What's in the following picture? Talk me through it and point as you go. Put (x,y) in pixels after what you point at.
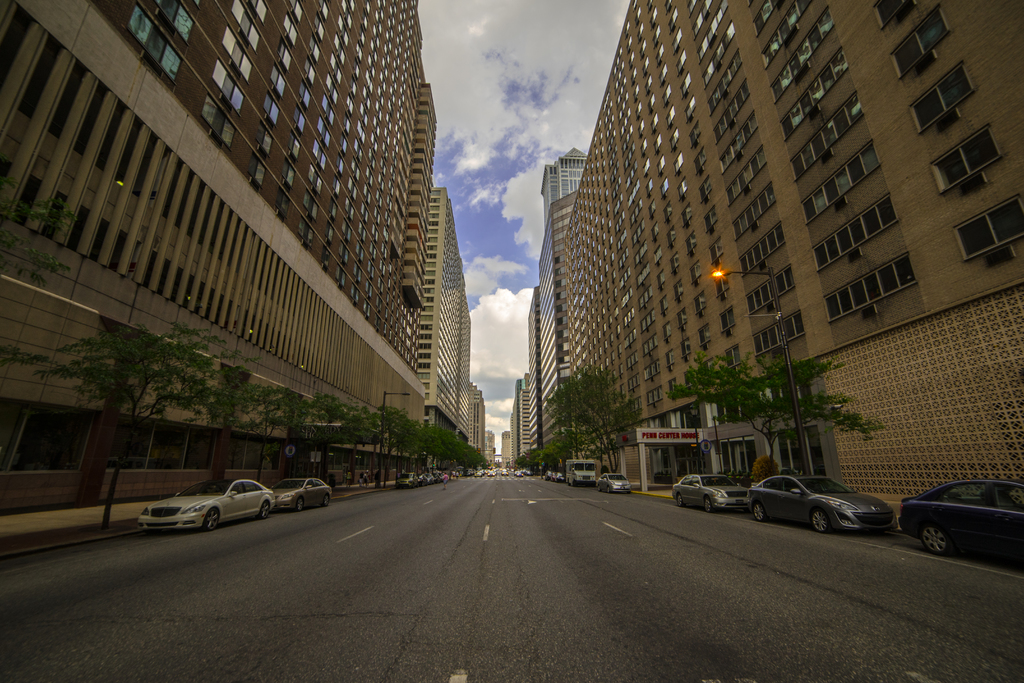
In this picture I can observe a road (411,554) in the middle of the picture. On either sides of the road (441,505) I can observe cars (320,502), plants (431,446) and buildings (363,326). In the background (504,368) I can observe some clouds (463,113) in the sky (479,198).
